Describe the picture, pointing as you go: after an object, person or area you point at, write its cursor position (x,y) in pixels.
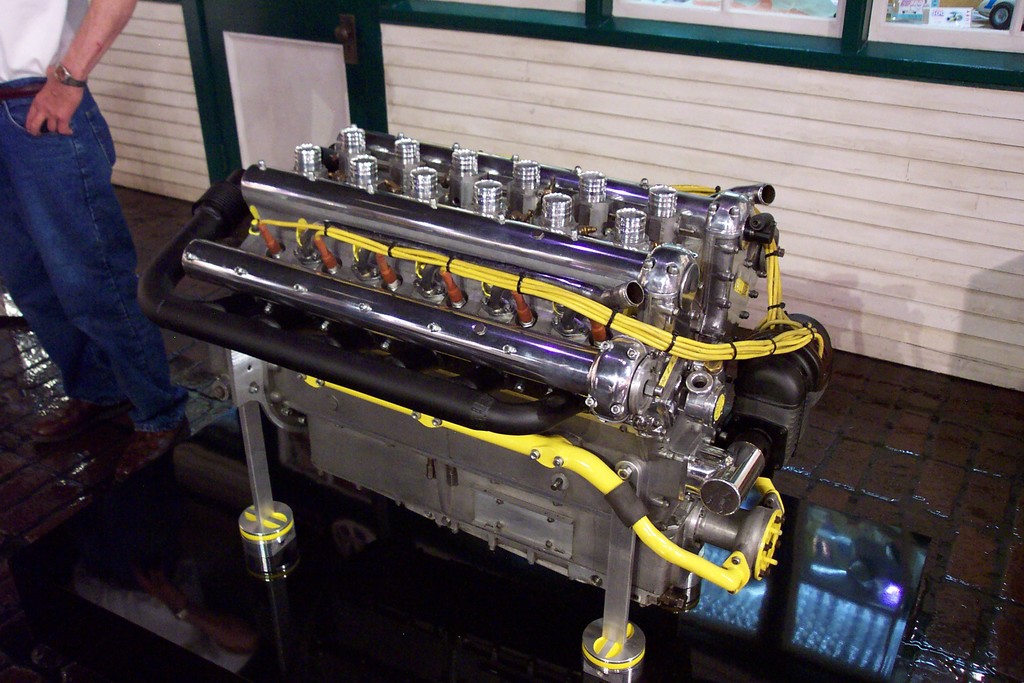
In this image I can see an equipment (445,503) and here I can see a person (86,212) is standing. I can see that person (57,32) is wearing white dress (37,30), blue jeans (85,239), brown shoes (131,443) and watch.
